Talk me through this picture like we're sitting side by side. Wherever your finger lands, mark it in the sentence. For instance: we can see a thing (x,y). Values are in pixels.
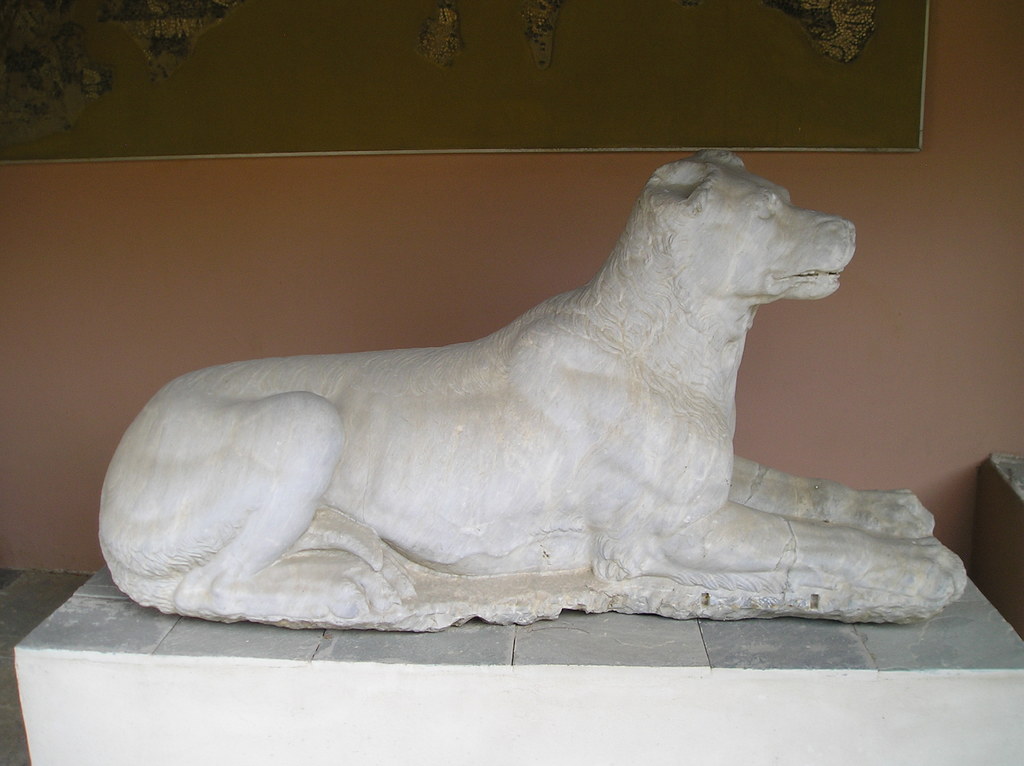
In this picture there is a statue (554,493) of an animal (589,476) in the foreground (586,424). At the back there is a board (830,146) on the wall (755,162). At the bottom (8,594) there is a floor (23,603).
